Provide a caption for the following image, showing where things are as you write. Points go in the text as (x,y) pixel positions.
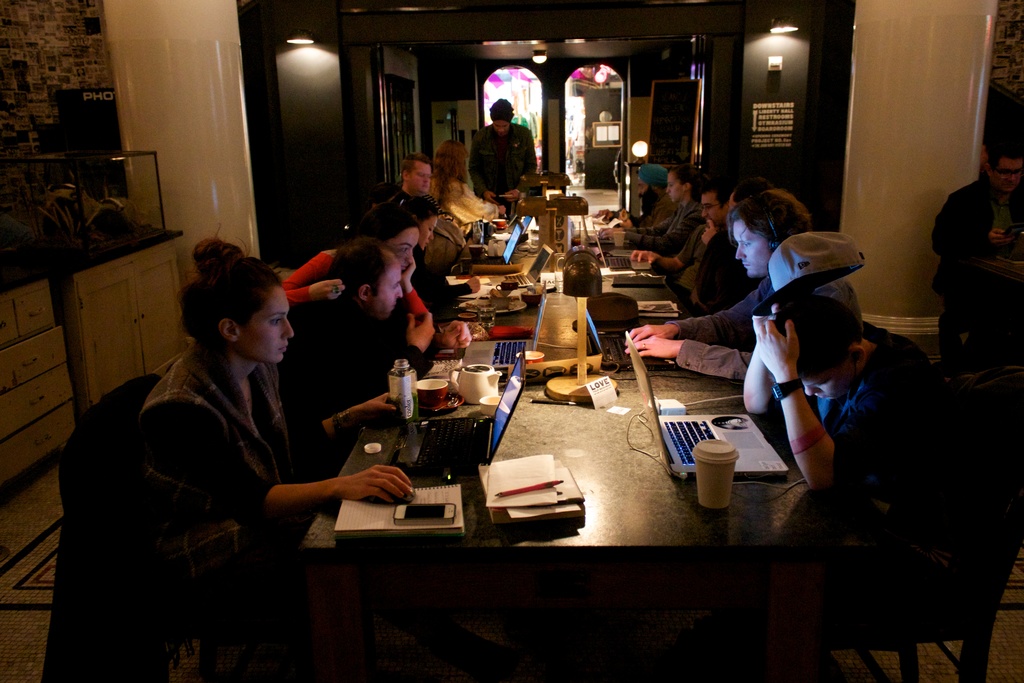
As we can see in the image, there are few people (738,255) sitting on chairs (908,670) around table (638,408). On table (669,496) there is a laptop (681,454), glasses (697,488), books (536,505), pens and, mobile phones (440,511) and here there is a wall (33,41).
